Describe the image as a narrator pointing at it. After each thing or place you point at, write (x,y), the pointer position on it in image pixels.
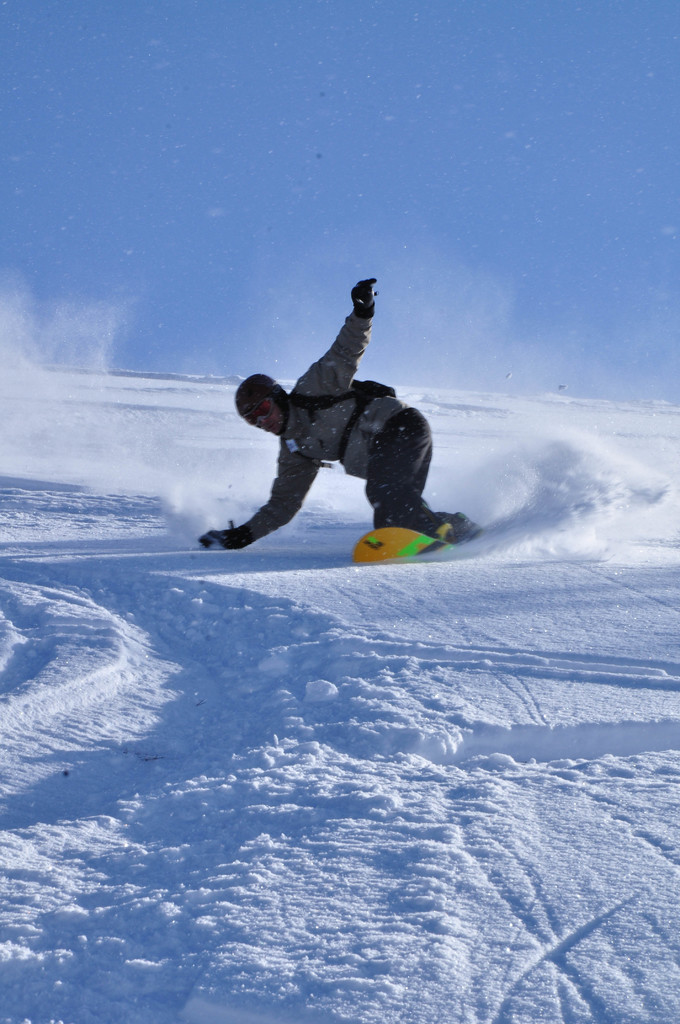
In this image we can see a person (287,405) wearing goggles (269,408), helmet (252,402) and gloves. He is on a ski board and skiing on the snow (357,742). In the background (295,169) there is sky (283,187).
